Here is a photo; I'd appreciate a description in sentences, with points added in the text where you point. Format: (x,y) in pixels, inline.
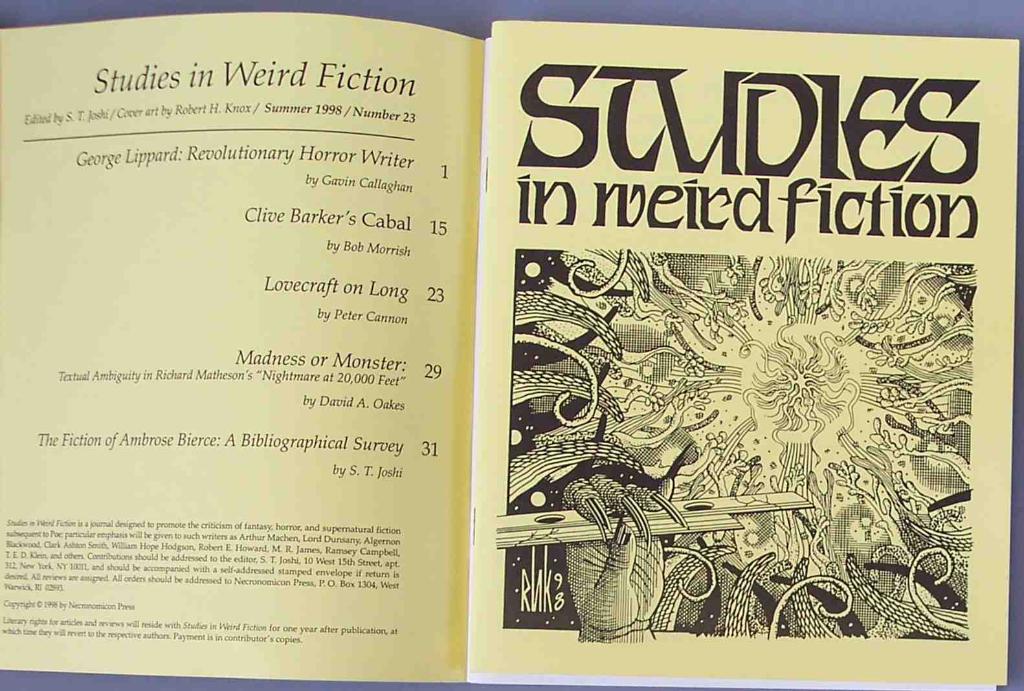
In the image there is a book (300,486). In the book (338,358) there is text (359,579) and images (706,455).
